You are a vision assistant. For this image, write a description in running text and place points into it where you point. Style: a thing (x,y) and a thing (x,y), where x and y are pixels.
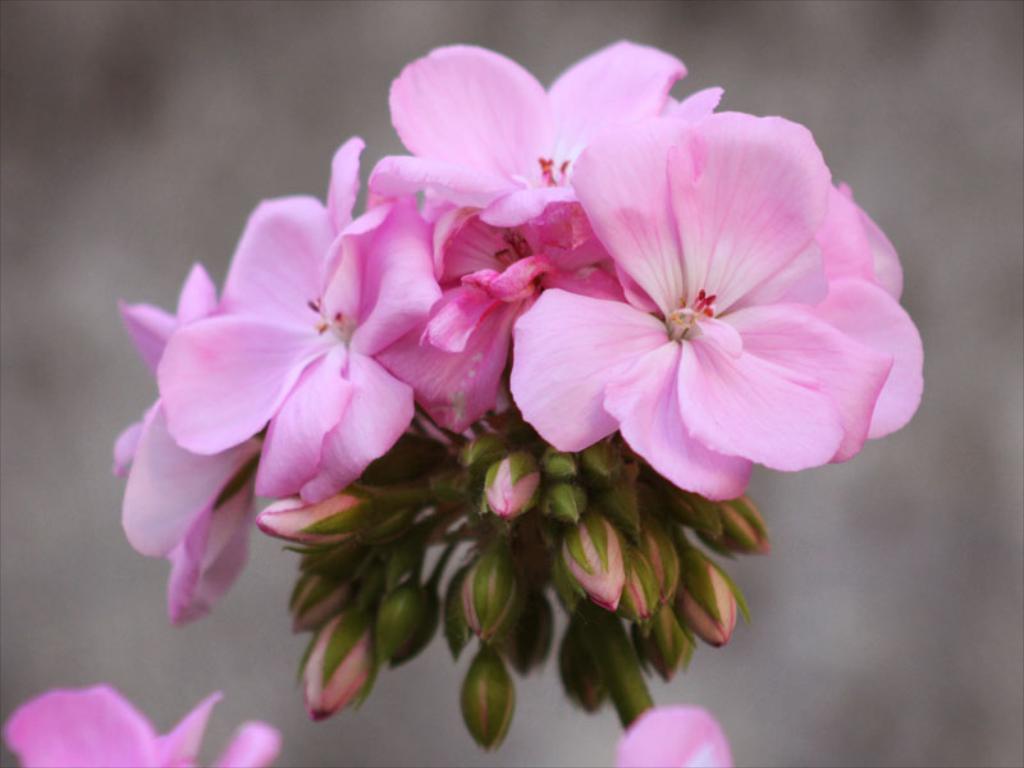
In the foreground of this image (509,384), there are pink flowers (783,405) and buds (589,569) to a plant (582,581) and the background (102,136) image is blur.
